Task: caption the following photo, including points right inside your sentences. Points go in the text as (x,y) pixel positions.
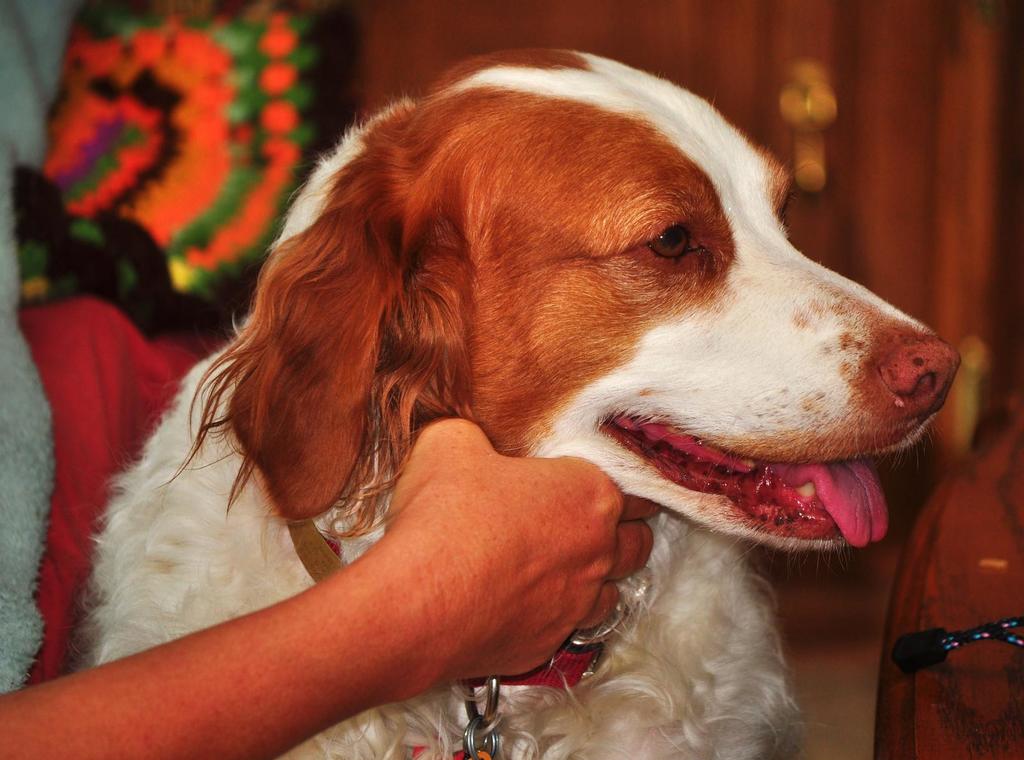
In the center of the image (389,313) there is a dog (193,447) and persons hand (412,651). The background of the image (802,50) is not clear.
